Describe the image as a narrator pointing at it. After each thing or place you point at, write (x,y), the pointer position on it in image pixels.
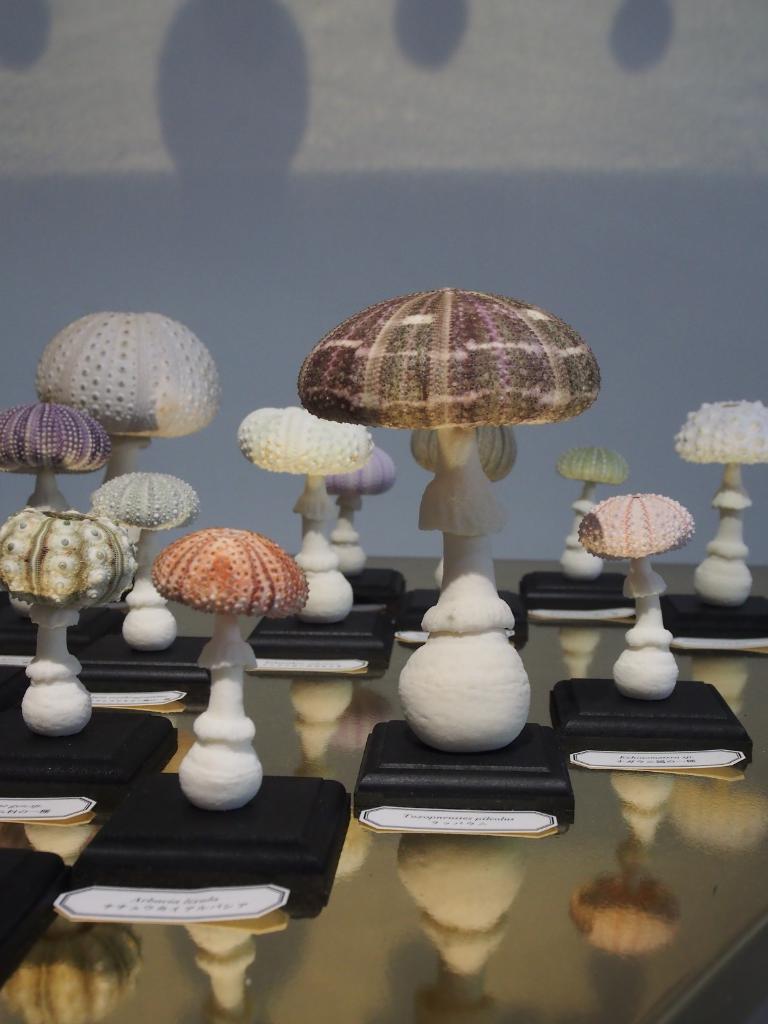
In the image there are mushroom-shaped sculptures (419,339) of various sizes on a table (421,921) and over the back (134,159) there is wall (571,205).
